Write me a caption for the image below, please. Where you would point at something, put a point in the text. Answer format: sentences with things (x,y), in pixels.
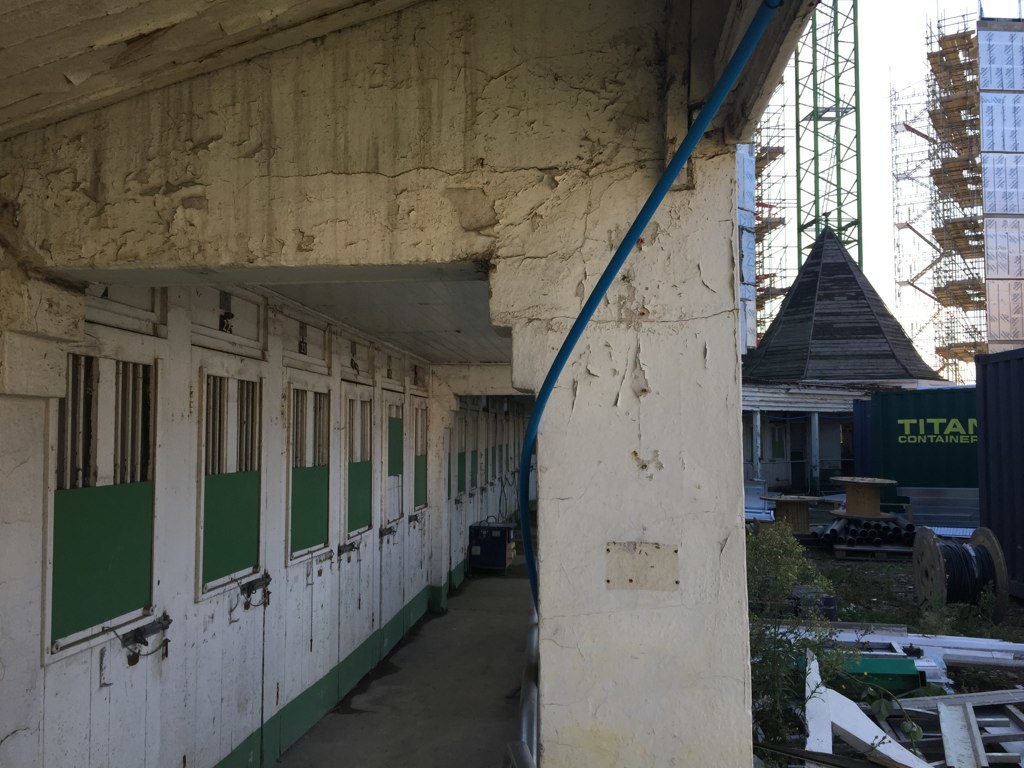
In this picture I can see there is a building (407,571) and it has several doors (258,645) here with windows (241,520) and there is a pillar (665,760) on to right (689,630). In the backdrop (783,681) I can find few plants (781,668) and there are few buildings (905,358) in construction and the sky (891,56) is clear.
